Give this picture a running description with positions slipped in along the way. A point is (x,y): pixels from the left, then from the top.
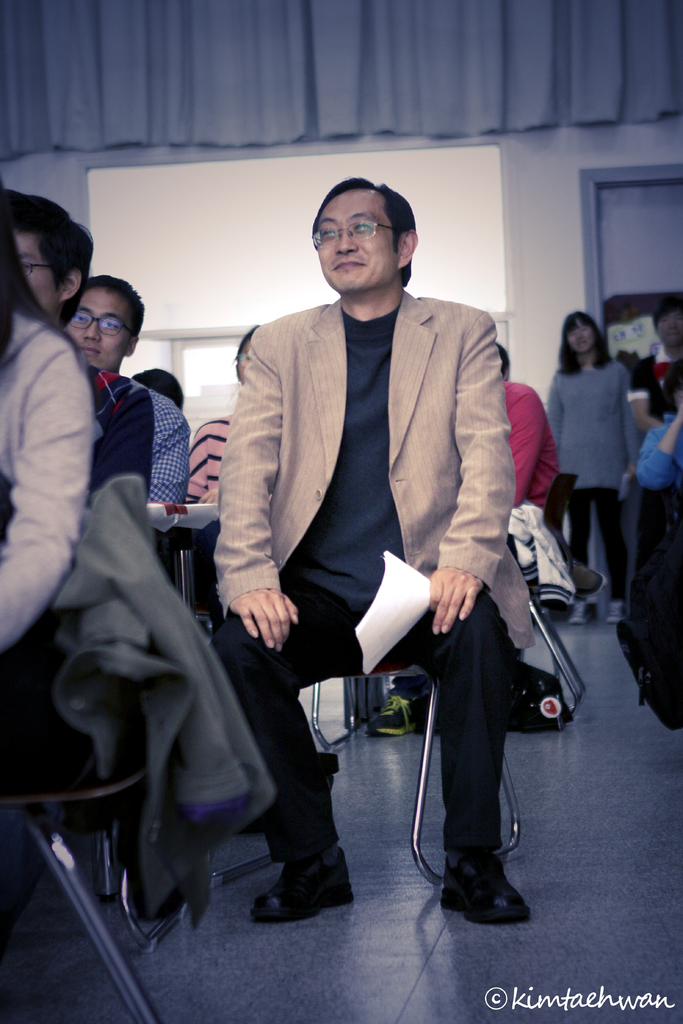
In the picture we can see some people (466,822) sitting on the chairs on the floor (359,921) and in the background (380,75), we can see a glass window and just beside it, we can see a door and top of it there is a curtain (393,71).
